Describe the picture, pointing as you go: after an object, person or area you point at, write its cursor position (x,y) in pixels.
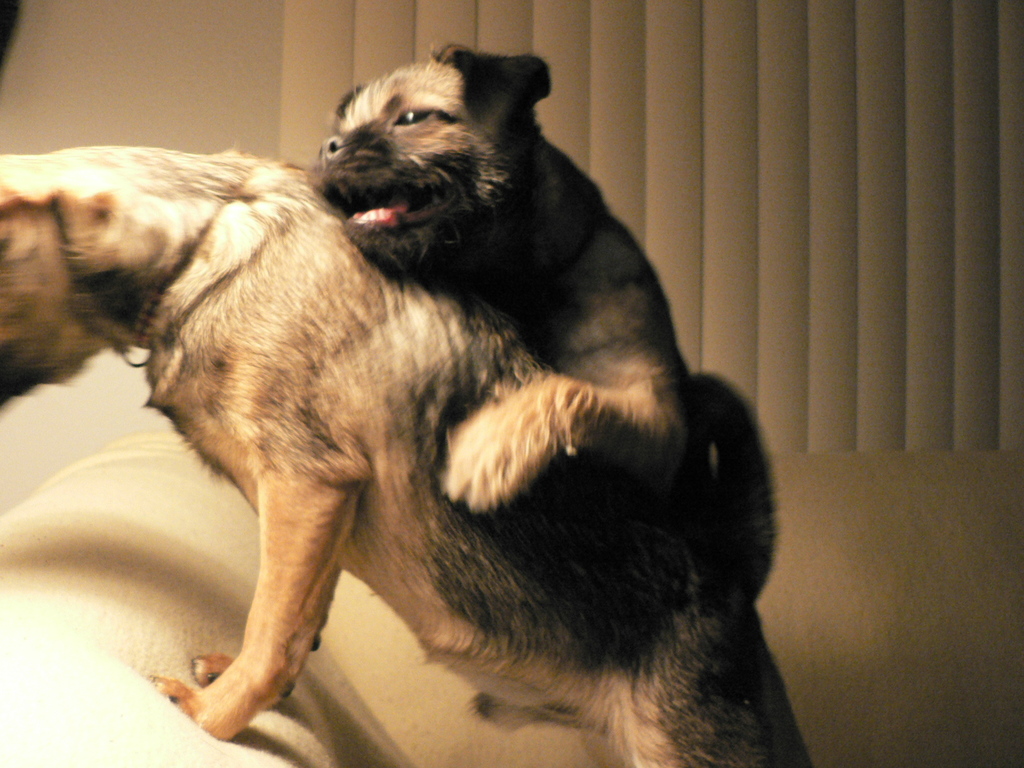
This picture is clicked inside. In the center (387,405) we can see the two dogs (505,539) on the couch (143,554). In the background (537,45) there is an object (932,96) seems to be the wall (97,56).
